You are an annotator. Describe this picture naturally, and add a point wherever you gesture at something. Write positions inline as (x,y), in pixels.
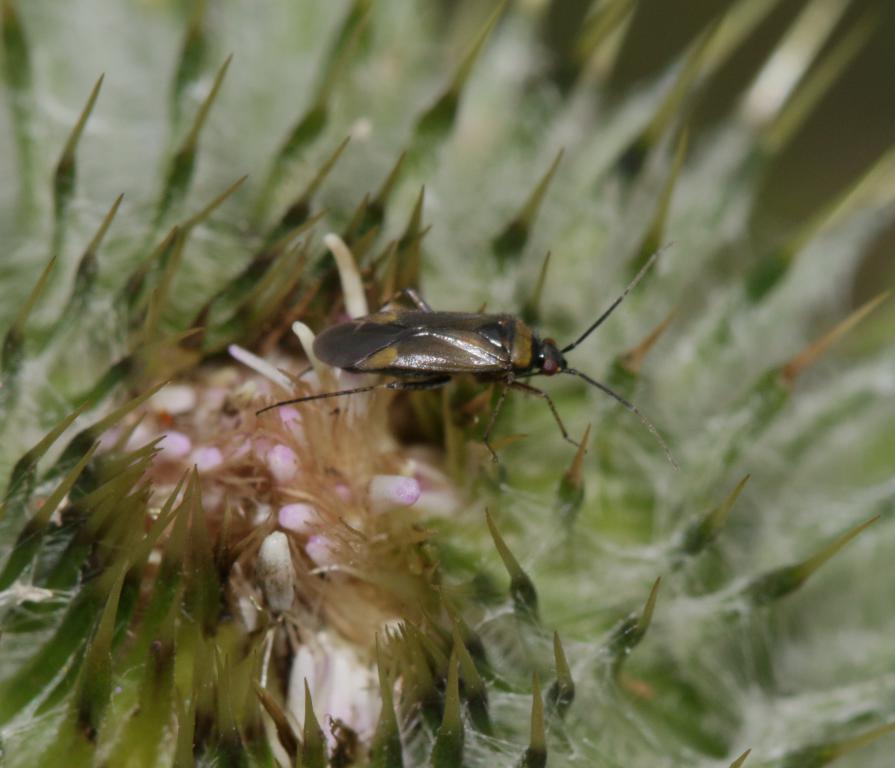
In this image we can see an insect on the flower (791,319).
